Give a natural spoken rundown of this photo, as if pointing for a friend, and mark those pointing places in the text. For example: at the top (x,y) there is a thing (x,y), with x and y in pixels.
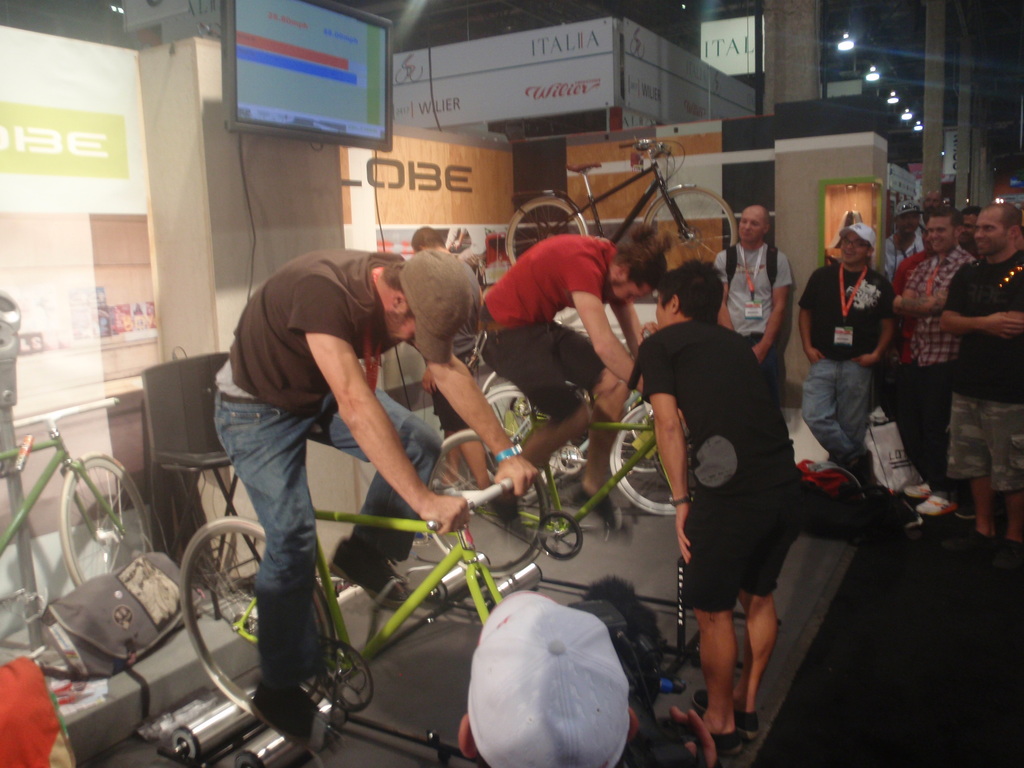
In the image it seems like there is a cycling competition between the two men (534,358). There are crowd (564,695) who are watching the two men (565,331) who are cycling. At the background (261,203) there is a led tv (298,49), wall (16,227) and big hoarding (533,67). To the left side (129,609) there is a cycle (22,471) and a bag (126,622) beside it.
